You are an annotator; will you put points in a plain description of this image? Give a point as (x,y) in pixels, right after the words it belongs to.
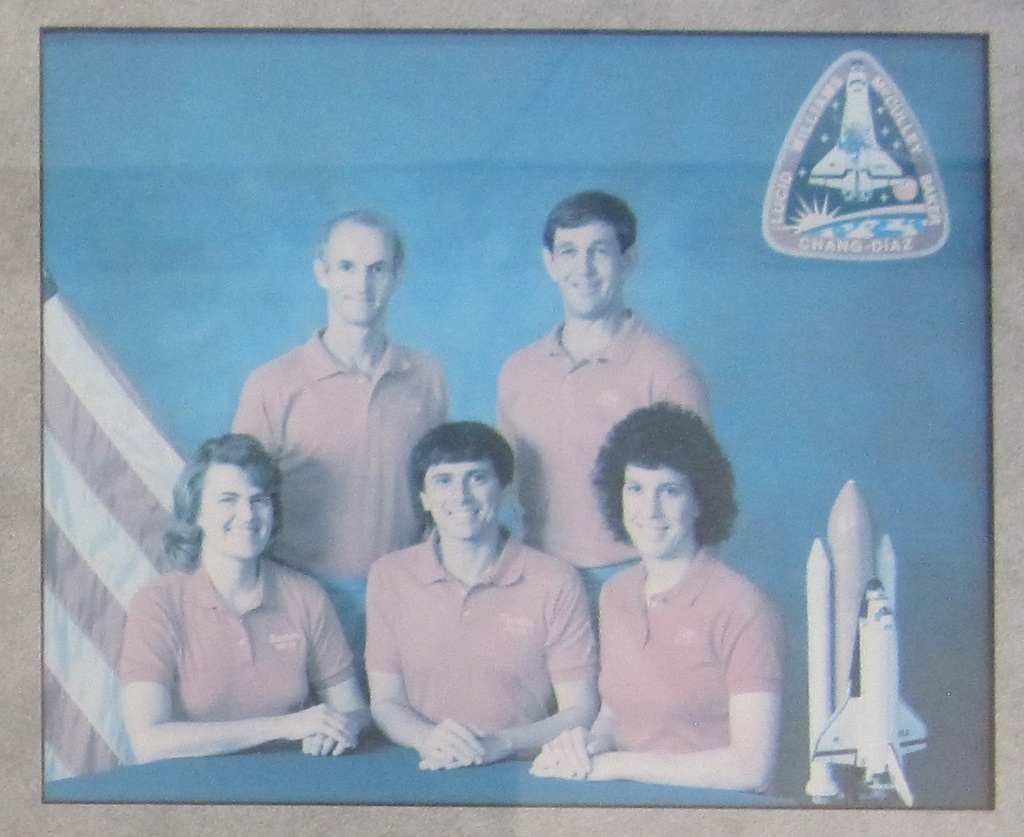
This is the picture of the photo frame (2,256). In this picture, we see three people (384,644) are sitting and two men (624,385) are standing. All of them are smiling and they are posing for the photo. On the left side (160,511), we see a cloth (87,448) or a flag (87,461) in white and red color. On the right side (833,648), we see a rocket (892,644). In the right top (790,155), we see a sticker (824,139) of the rocket (868,139). In the background (492,200), it is blue in color.
